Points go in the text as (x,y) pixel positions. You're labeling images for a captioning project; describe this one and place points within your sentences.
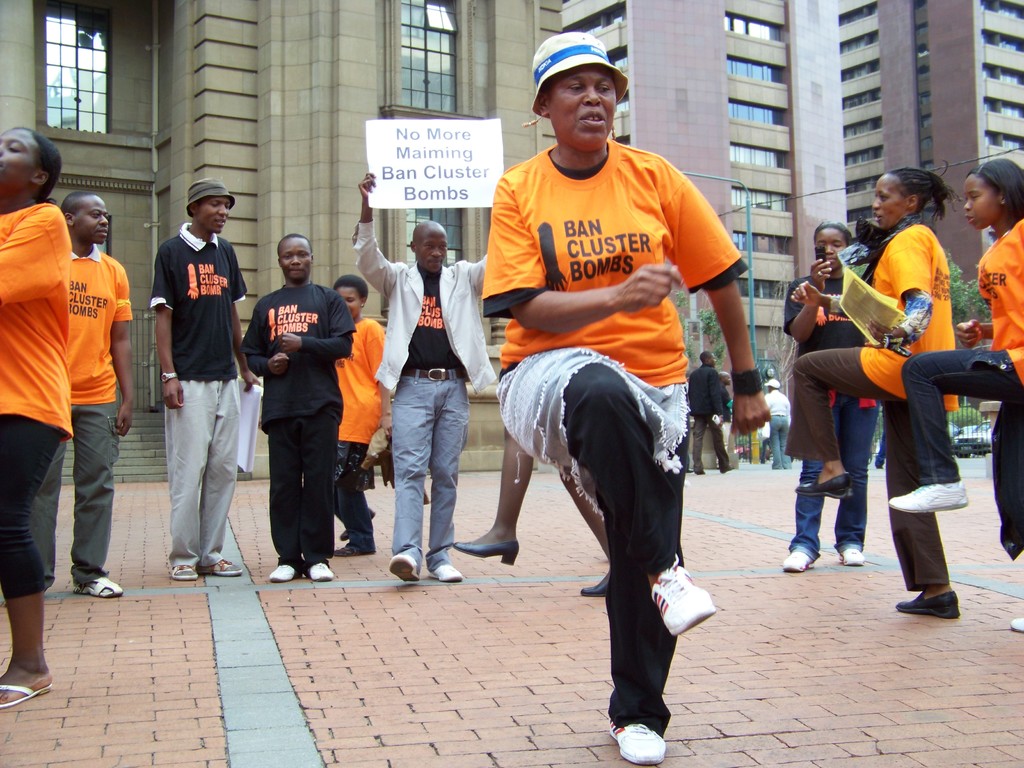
In this image, we can see some people (958,476) standing on the floor (463,517), in the middle (408,464) we can see a man (392,274) standing and he is holding a poster (419,188), in the background (468,4) we can see some buildings (236,87), there are some windows (435,65) on the buildings (421,51).
